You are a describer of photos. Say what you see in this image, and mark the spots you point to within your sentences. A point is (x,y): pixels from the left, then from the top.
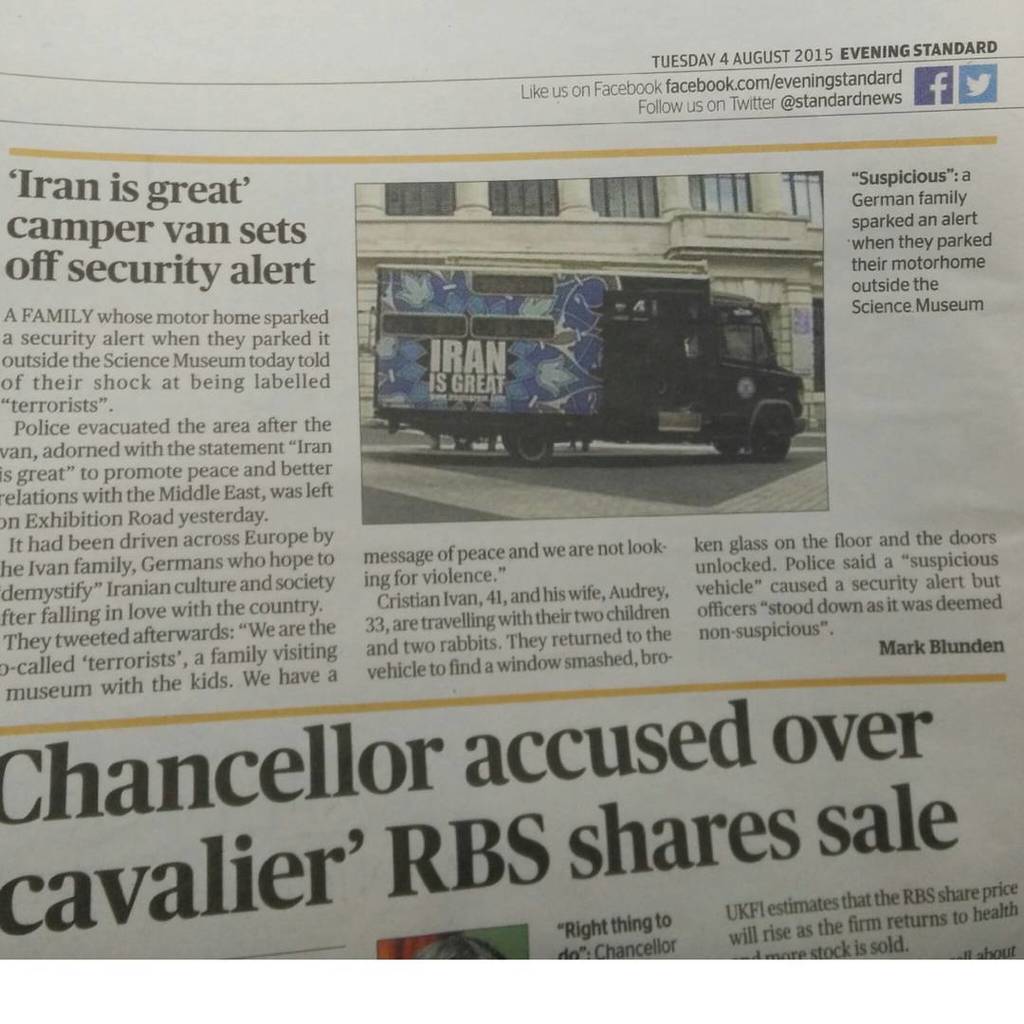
There is a newspaper (336,306) in the image and there are few images (546,344) and text (321,577) on it.
